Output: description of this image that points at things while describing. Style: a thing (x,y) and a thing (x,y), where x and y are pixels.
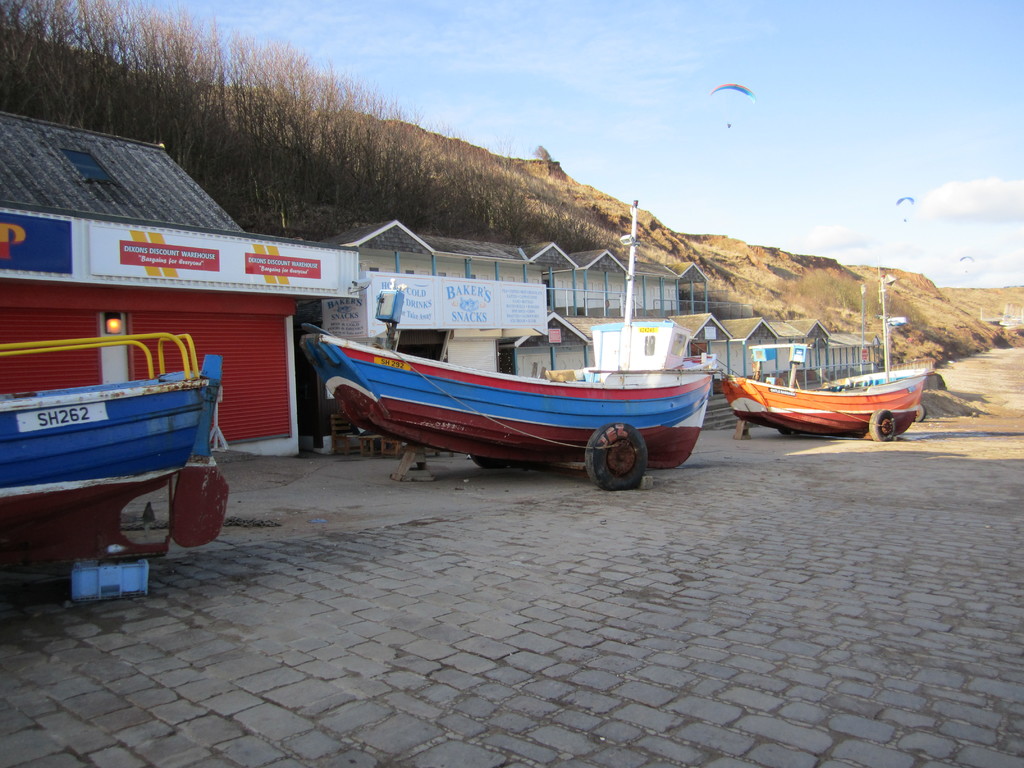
In this image I can see the boats (482,448) in-front of the shed (381,262). These boats (606,424) are on the road (556,537). And these are in different color. In the back (660,258) I can see the trees (403,190), mountains (718,237), clouds (856,245) and the blue sky (803,131).
